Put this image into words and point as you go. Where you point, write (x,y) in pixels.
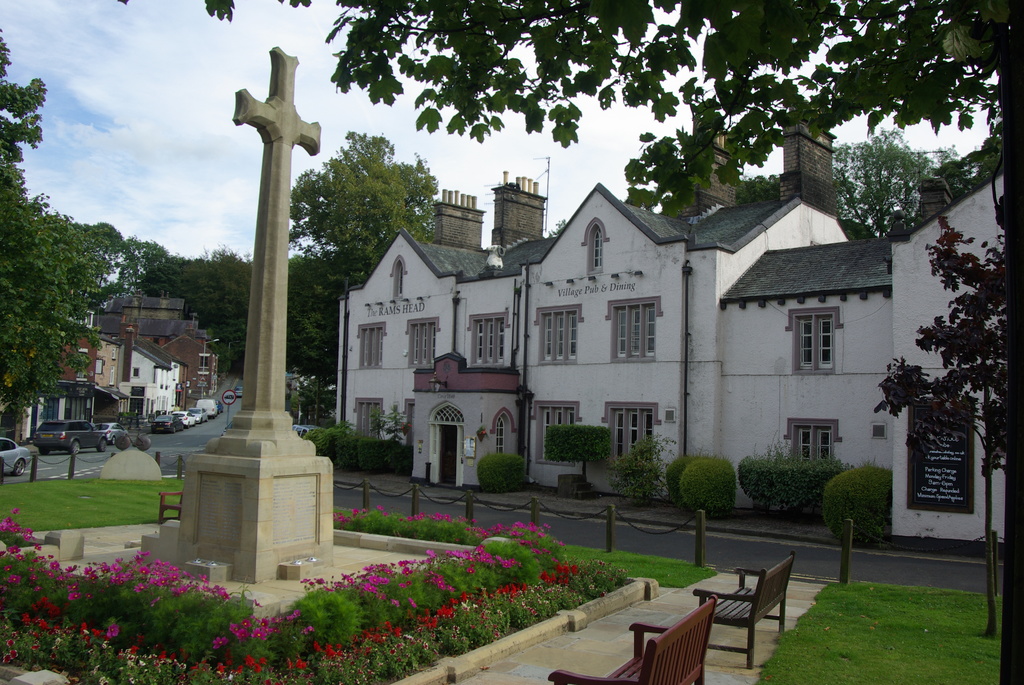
In this picture I can see buildings (570,412) and few cars (158,416) parked and I can see trees (756,32) and a cross (286,163) and I can see few plants (239,624) with flowers (404,571) and I can see couple of benches (639,655) and a blue cloudy sky (215,84).
